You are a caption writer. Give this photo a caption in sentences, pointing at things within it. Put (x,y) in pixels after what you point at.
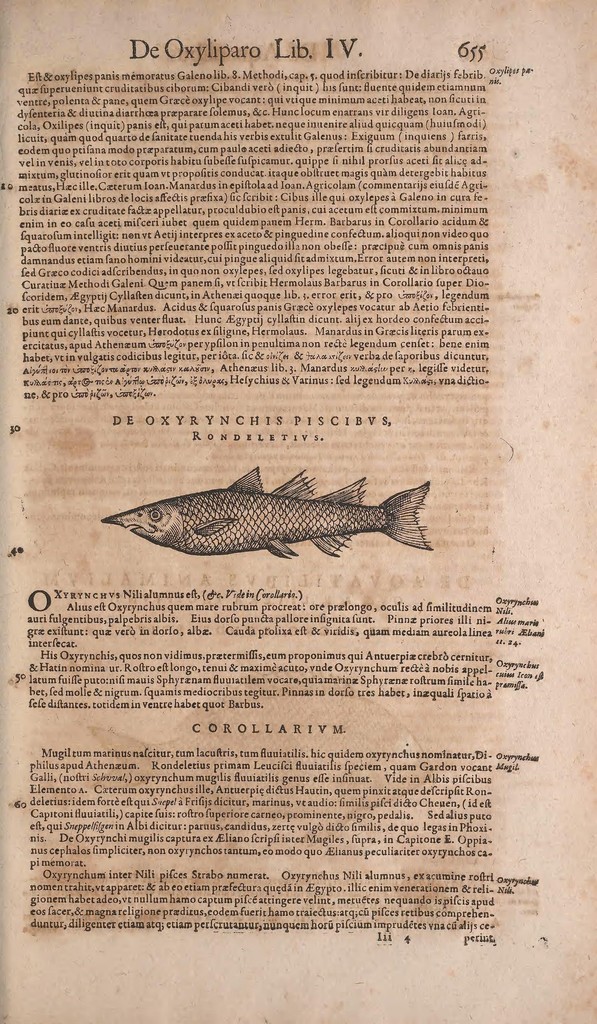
This is a paper (464,490). I can see the letters (367,355) and picture (378,524) of a fish (378,524) on the paper (411,299).
